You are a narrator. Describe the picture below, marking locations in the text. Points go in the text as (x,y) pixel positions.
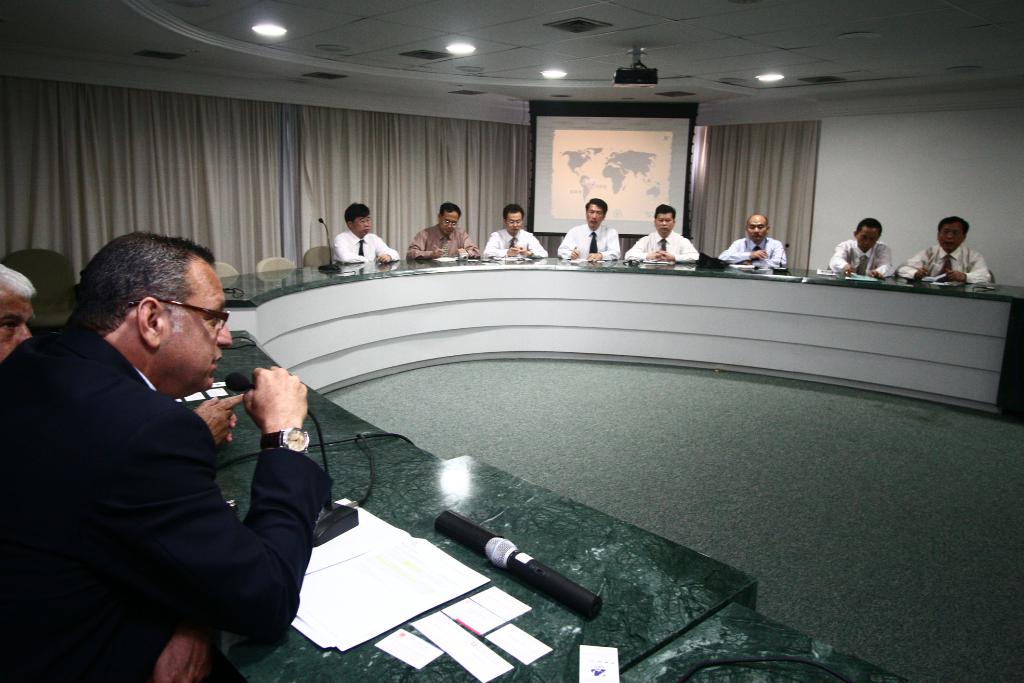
In this image I can see few people (16,453) are sitting on the chairs (50,318) and I can see few mics (476,532), papers (498,591) and few objects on the table (526,485). I can see few curtains (390,158), wall (1006,142), projection screen (633,157) and few lights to the ceiling (507,81).
